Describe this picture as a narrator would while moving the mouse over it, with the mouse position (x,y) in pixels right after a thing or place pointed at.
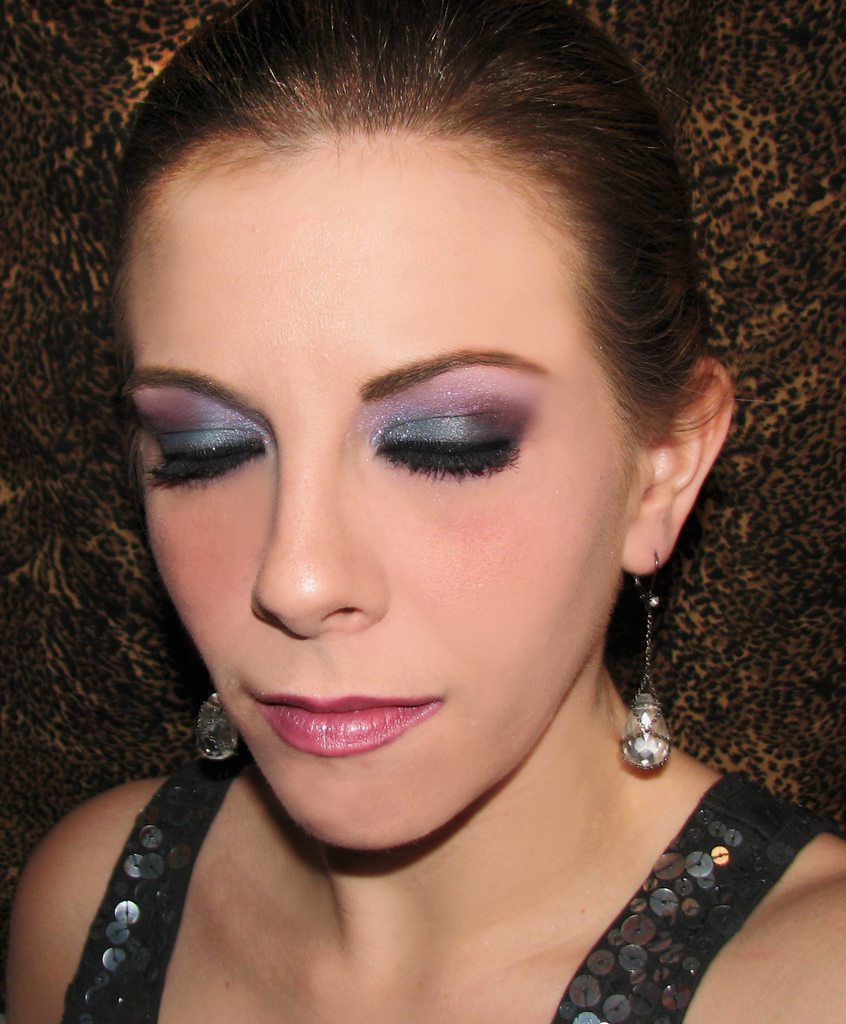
In this image we can see a lady (455,892). In the background (766,545) there is a cloth (48,597).
